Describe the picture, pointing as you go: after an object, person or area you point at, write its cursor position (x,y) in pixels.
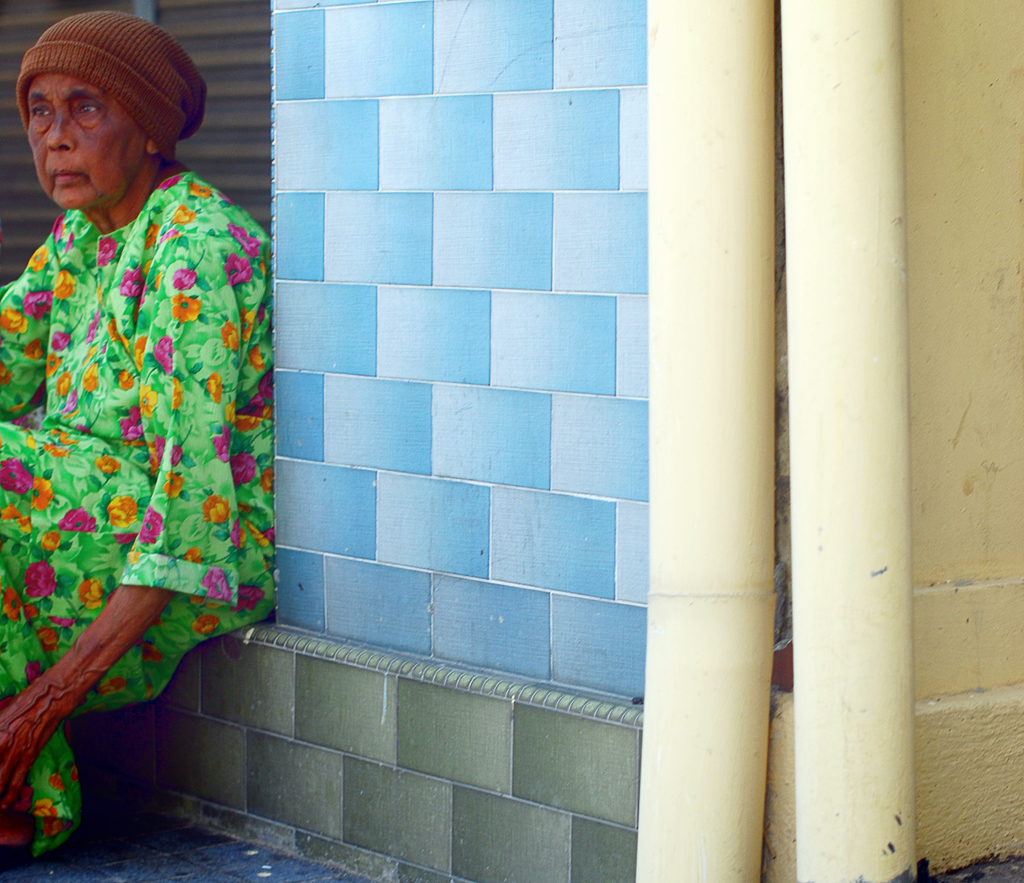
In this image there is a lady (113,472) sitting, in the background (292,3) there is wall (506,386), on the right side (822,345) there are pipes (810,502).
